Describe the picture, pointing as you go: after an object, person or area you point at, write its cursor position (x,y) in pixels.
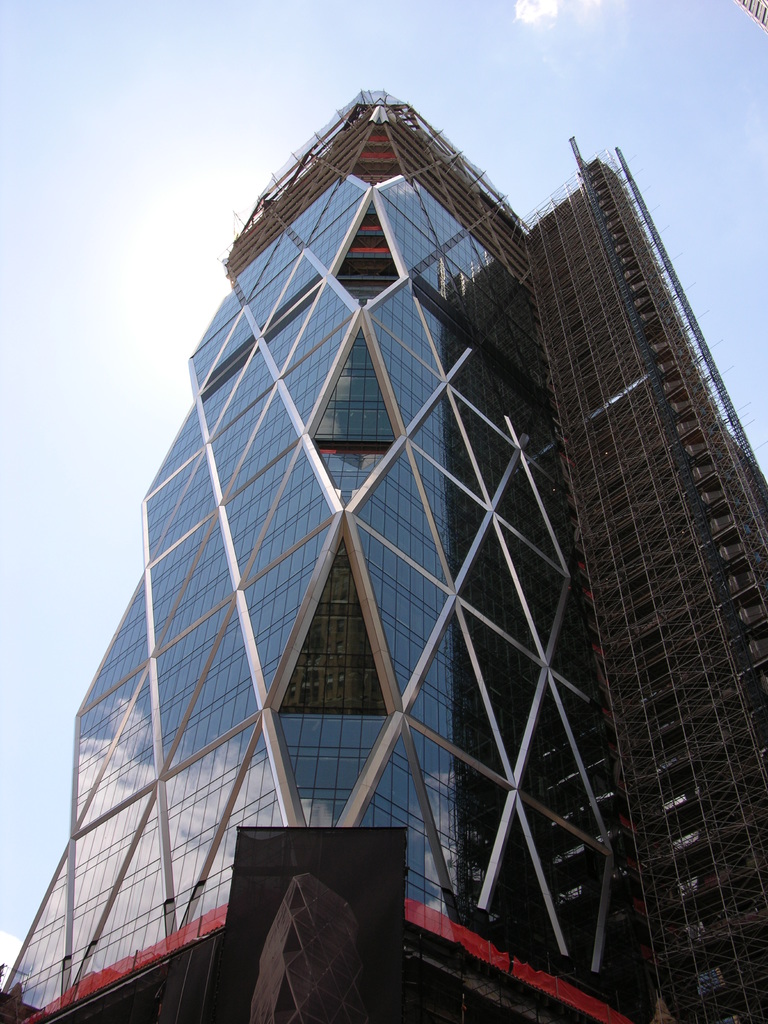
In this image we can see a building (456,380) and some metal rods (586,263), in the background (175,151) we can see the sky (616,83).
